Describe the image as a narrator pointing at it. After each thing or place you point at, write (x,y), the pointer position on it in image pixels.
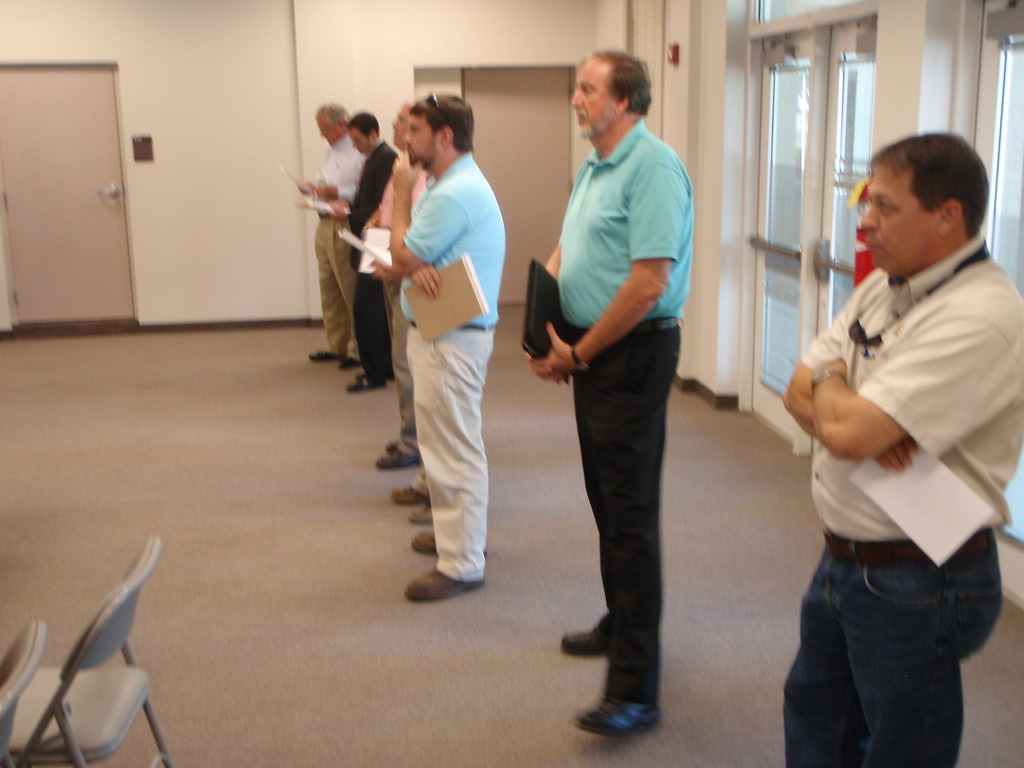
This is a picture taken in a room (606,347), there are a group of people (619,333) standing on the floor (308,601) and holding a files (537,314). Background of these people (660,495) is a wall (229,121). Behind the people (551,376) there is a glass window (793,223).
